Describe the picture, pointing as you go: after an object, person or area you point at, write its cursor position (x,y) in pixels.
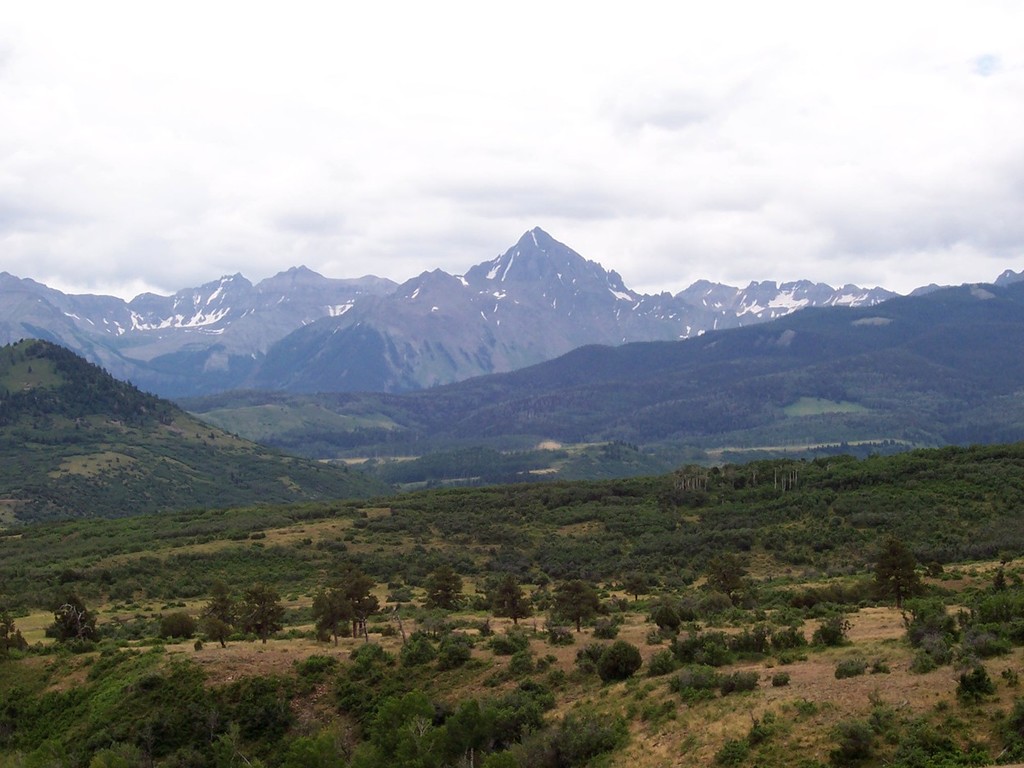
In this image I can see the ground (782,688), few trees (386,751) on the ground (323,697) which are green in color and in the background (283,412) I can see few mountains (171,362), few trees (106,378) on the mountains (660,383), some snow (841,301) on the mountains (274,313) and the sky (456,143).
